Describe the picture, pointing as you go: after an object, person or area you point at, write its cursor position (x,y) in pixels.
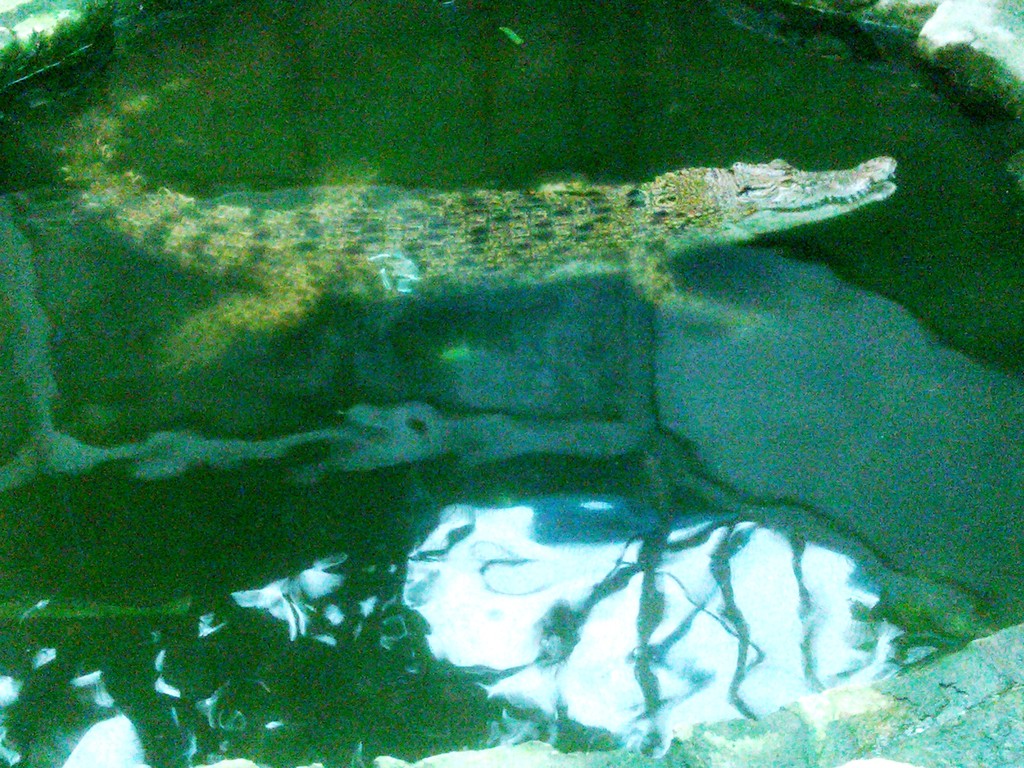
In this picture there is a crocodile (596,198) in the water (633,71). On the top right corner (919,25) we can see wall (979,47). In water reflection (625,554) we can see trees (642,675) and sky (508,635).
